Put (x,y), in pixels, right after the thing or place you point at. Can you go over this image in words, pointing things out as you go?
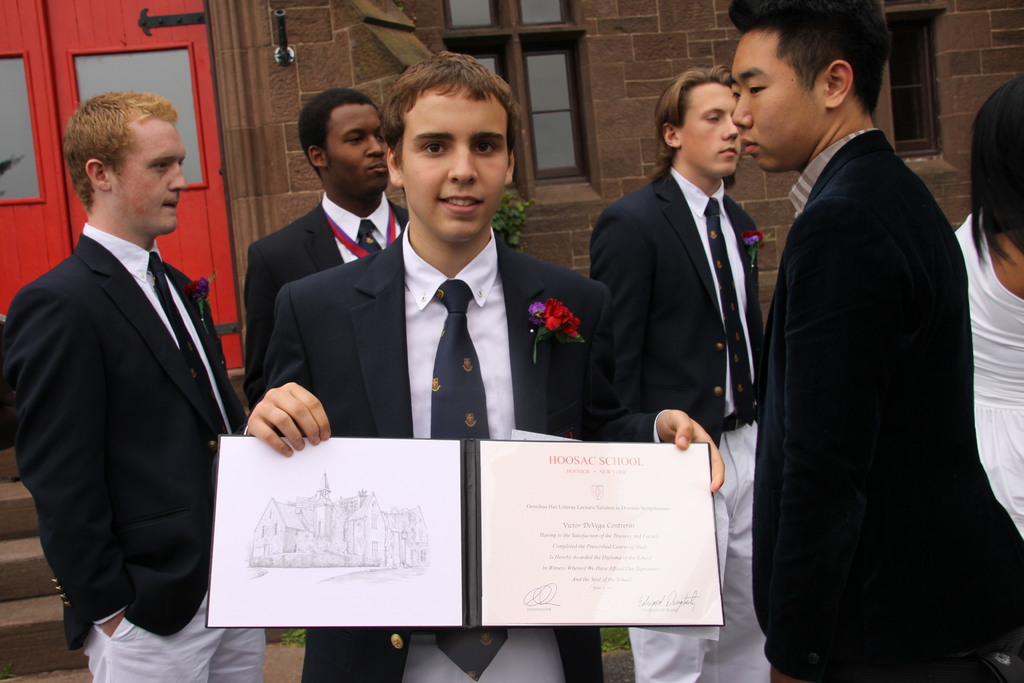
In this image there are a group of people (444,313) standing, and one person (377,410) is holding a book (388,543) and on the book (473,522) there is a text (558,505) and drawing of a building (313,530). And in the background (952,78) there are buildings (594,72), windows (162,87) and door (185,192) and there is a staircase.
